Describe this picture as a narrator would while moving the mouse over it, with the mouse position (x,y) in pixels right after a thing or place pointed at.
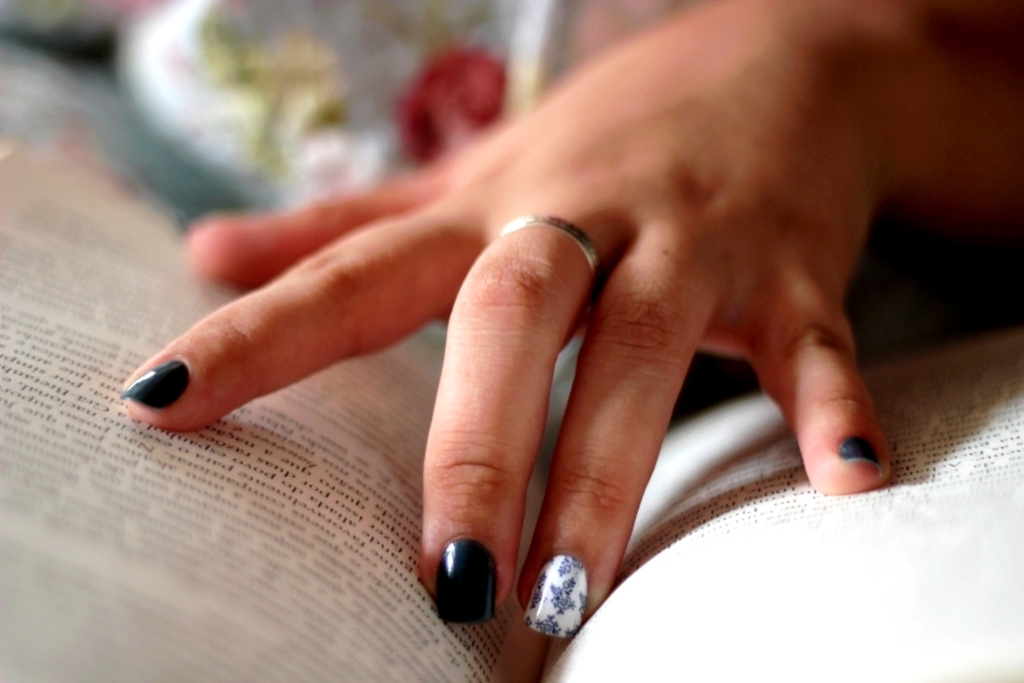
In this image we can see a person's hand (520,255) holding the book (389,485).
